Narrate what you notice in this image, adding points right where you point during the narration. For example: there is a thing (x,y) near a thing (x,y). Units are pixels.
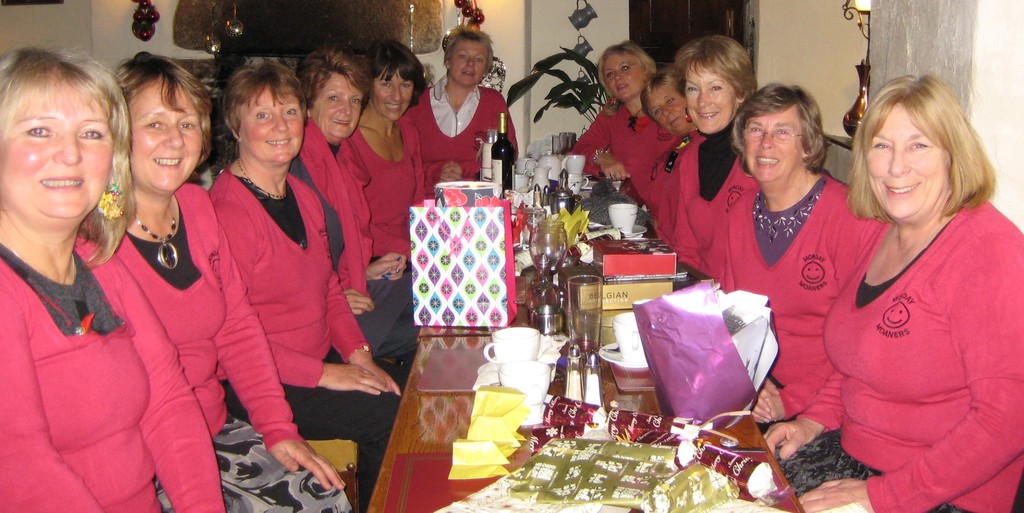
In the center of the image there is a table (410,376) and we can see ladies (392,235) sitting around the table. They are all wearing pink shirts (117,399). We can see glasses (546,280), bags (480,263), bottles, gifts (530,470) and mugs (516,364) placed on the table (511,460). In the background (533,94) there is a wall (128,13) and we can see wall decors (139,37) placed on the wall (793,76).
